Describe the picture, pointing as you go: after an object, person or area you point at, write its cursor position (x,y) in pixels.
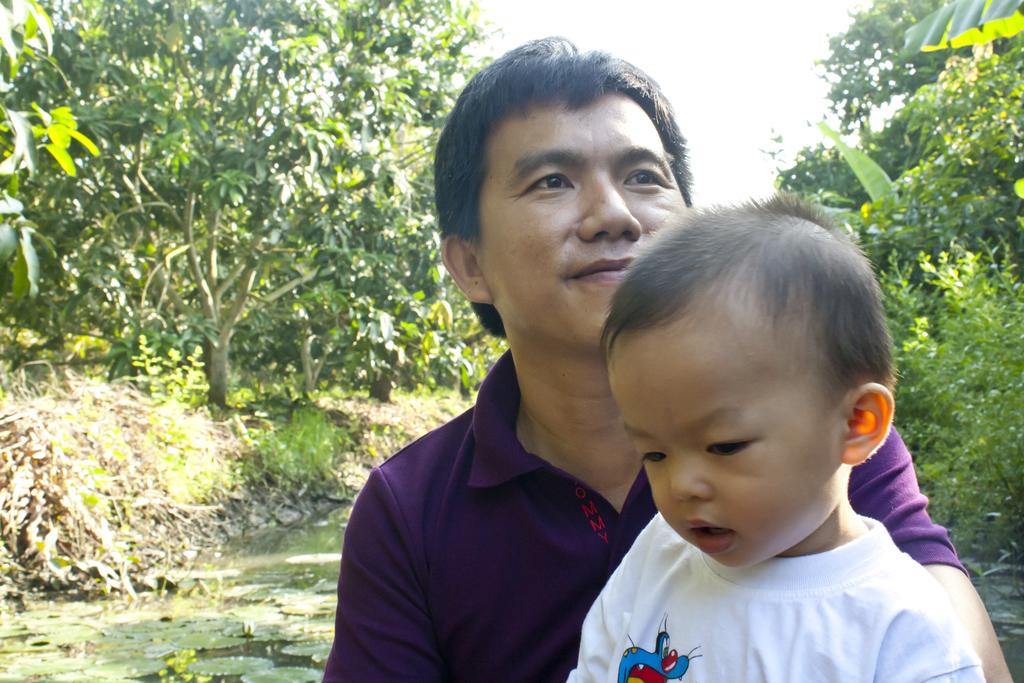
In this picture I can see a man (645,242) and a kid (645,381), there are leaves (128,617) on the water (202,577), there are plants (1017,368), trees (976,139), and in the background (785,82) there is sky (745,100).
